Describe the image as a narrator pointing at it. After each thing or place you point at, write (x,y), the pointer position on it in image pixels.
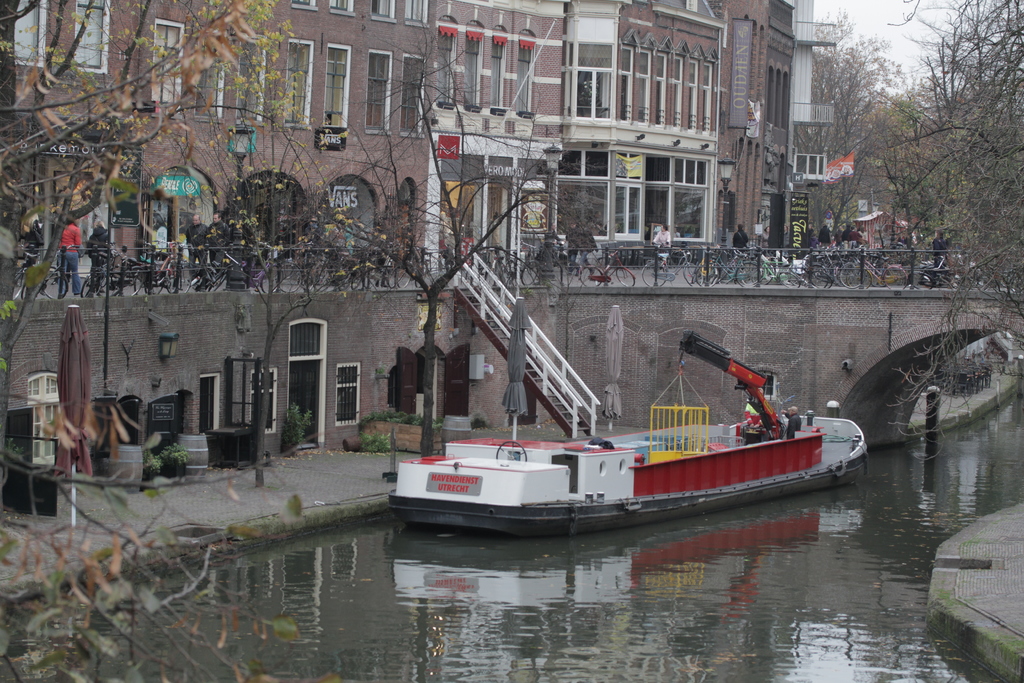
In the foreground of this picture (609,476), there is a boat (726,476) in the water (712,524). In the background (480,261), we can see stairs (502,320), trees (476,249), windows (354,382), doors (291,382), wall (282,336), lights (173,337), umbrella (68,344), railing (110,278), bicycles (666,253), building (522,13), flag (829,169) and the sky (877,3).
